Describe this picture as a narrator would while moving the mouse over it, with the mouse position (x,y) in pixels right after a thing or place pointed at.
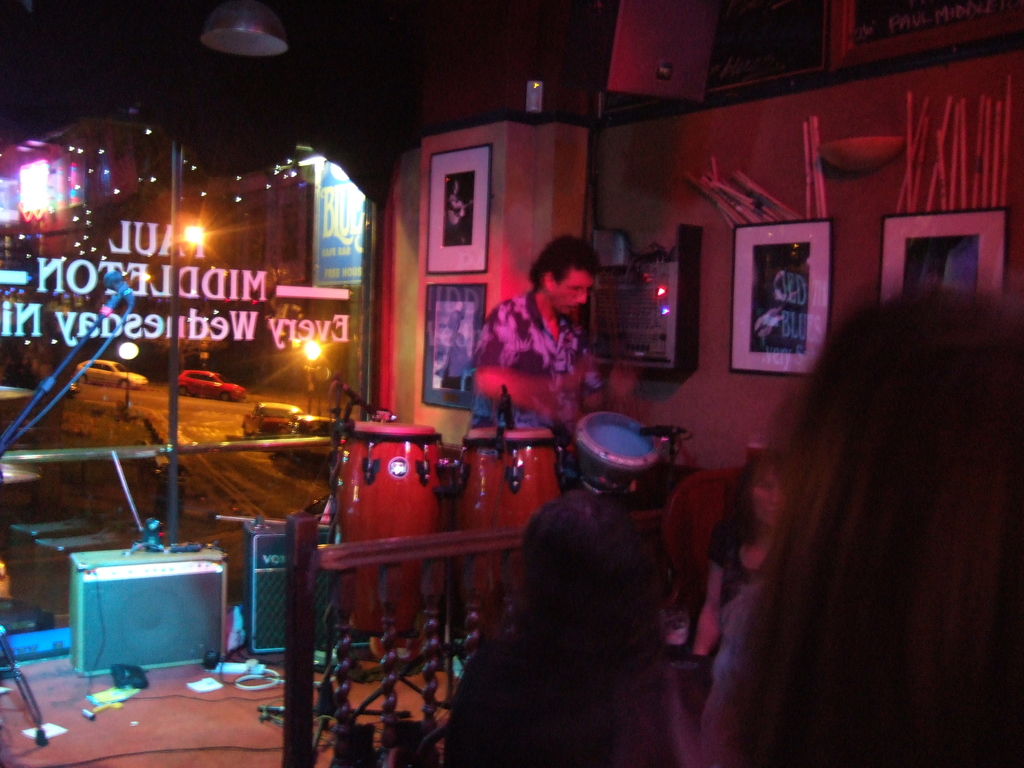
In the image there is a man (536,397) standing in front of a musical instruments (464,463). On right side (910,370) we can also see few people (784,527) are sitting and few people (743,626) are standing and we can also see photo frames (888,253) on walls (902,211). On left side (97,603) there is speakers (259,589) and a glass (91,307), window (140,401), cars (198,374) in background (233,372) and a light (317,344).
